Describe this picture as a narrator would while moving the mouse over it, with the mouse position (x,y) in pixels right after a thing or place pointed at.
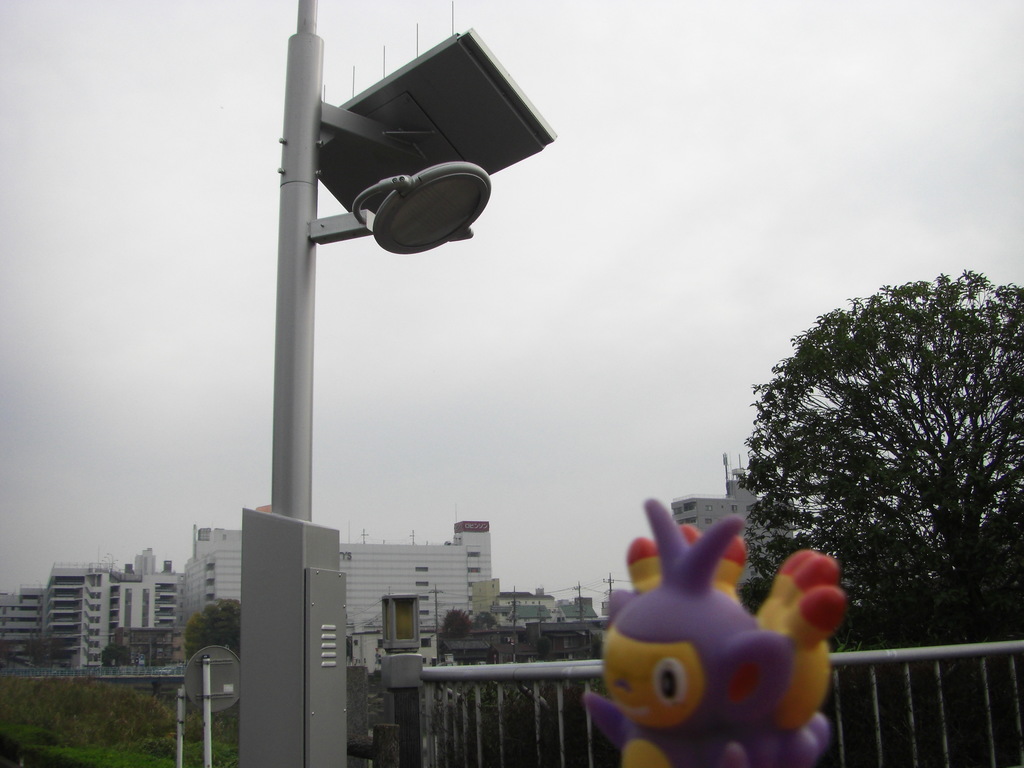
In this image we can see there is a pole (290,278) connected with some objects (333,187), behind that there is a railing (586,668) and a toy (617,639). In the background (519,579) there are trees (962,501), buildings (474,588) and the sky (643,319).
